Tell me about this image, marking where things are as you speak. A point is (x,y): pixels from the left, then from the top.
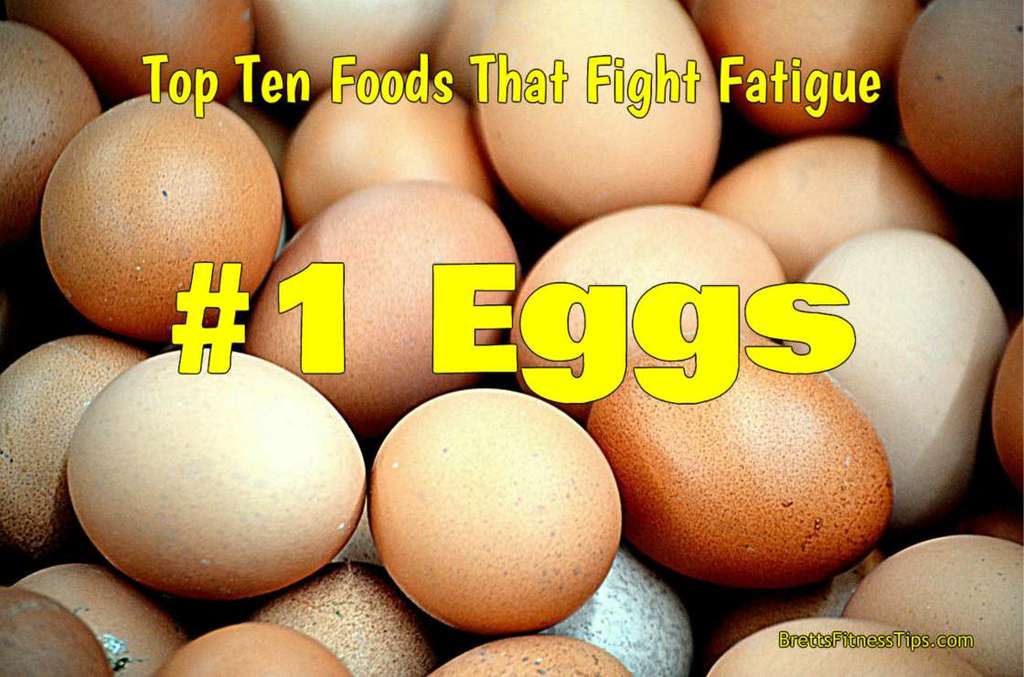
In this picture i can see few brown eggs (167,130) and i can see text (555,384) on the picture and text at the bottom right corner of the picture (972,635).
